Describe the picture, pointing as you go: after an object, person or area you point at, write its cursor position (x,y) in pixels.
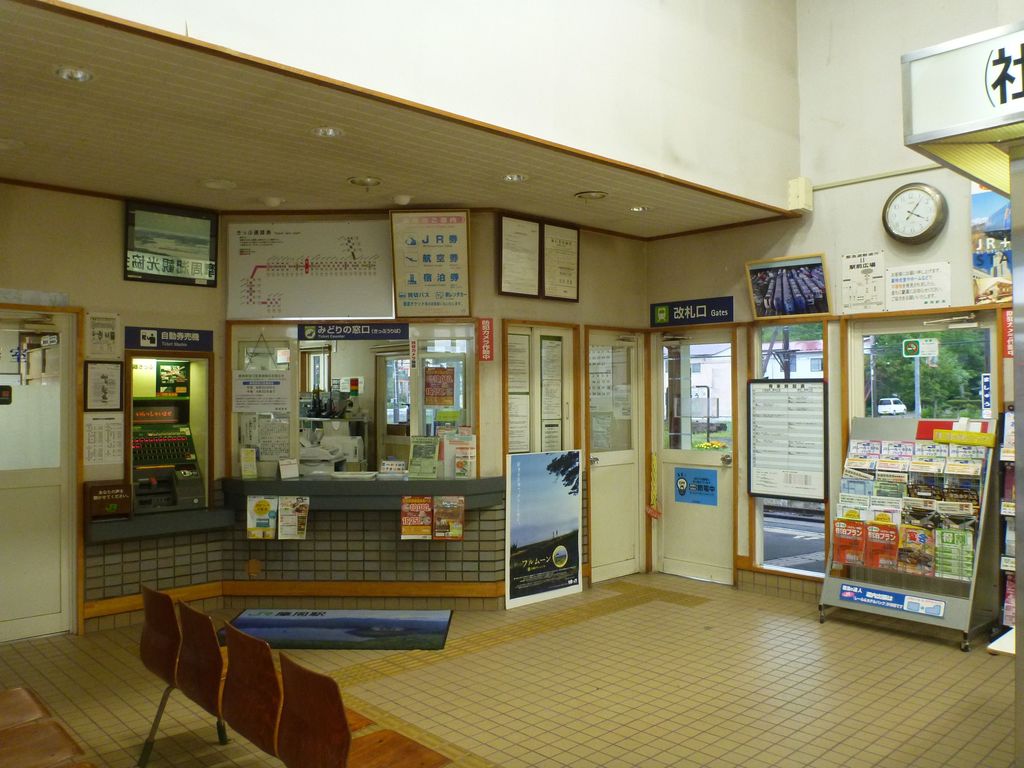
At the bottom (690,610) we can see chairs (222,720) and floor (642,738). On the right (795,390) we can see door (898,384), posters (798,393), magazines (929,460), clock (921,227), wall (872,109), windows (931,386) and other objects (982,590). In the middle (527,408) we can see posters (511,457), door (532,374), map (306,289), frames (513,236) and various objects (178,434). On the left (23,445) there is a door (39,384). At the top (482,79) we can see light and wall (575,110).
